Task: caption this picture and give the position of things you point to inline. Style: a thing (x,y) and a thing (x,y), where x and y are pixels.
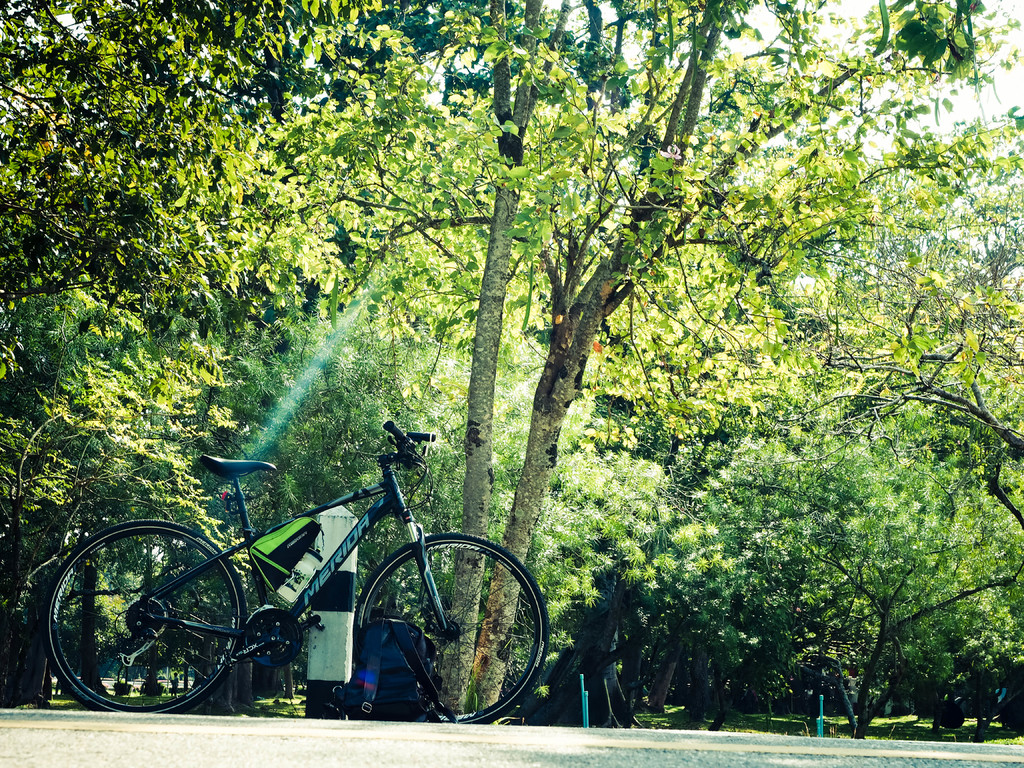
In this image we can see this bicycle (445,579) and two bags (394,712) are kept on the road (620,735). In the background (577,699), we can see the trees (711,508).
